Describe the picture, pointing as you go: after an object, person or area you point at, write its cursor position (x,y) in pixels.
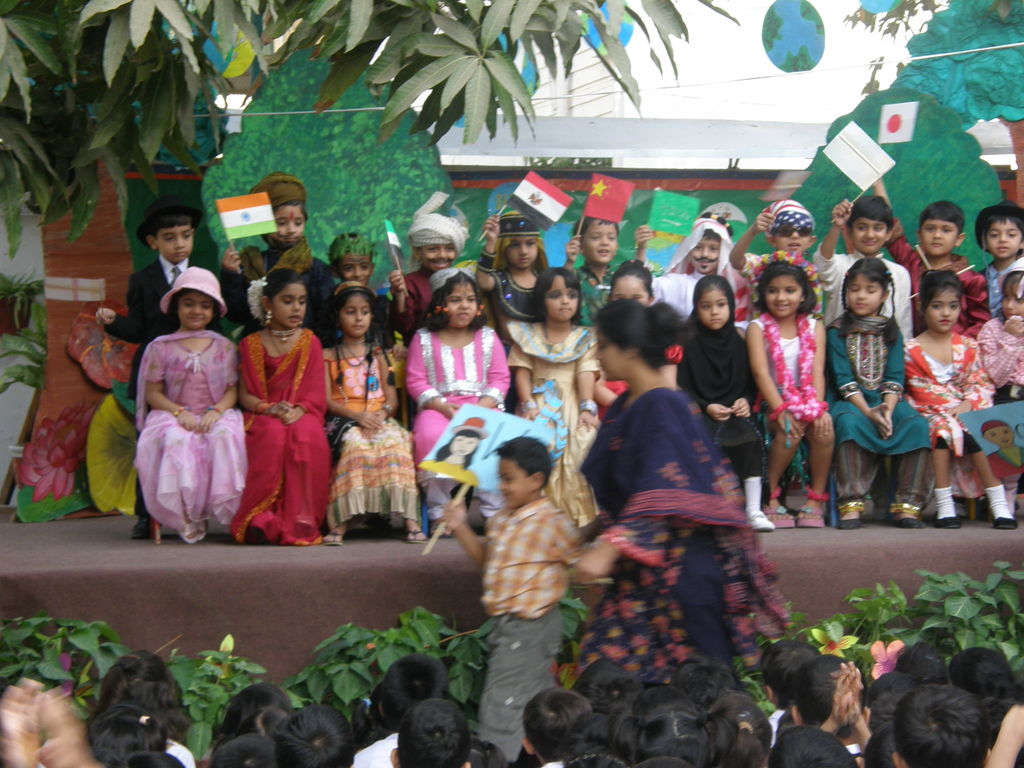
In this image we can see group of children (753,432) sitting on a stage (107,605). A woman (634,505) is standing in front of the stage (783,579). In the background (89,125) we can see tree (69,156) a building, group of plants (1007,606) and sky (754,60).
